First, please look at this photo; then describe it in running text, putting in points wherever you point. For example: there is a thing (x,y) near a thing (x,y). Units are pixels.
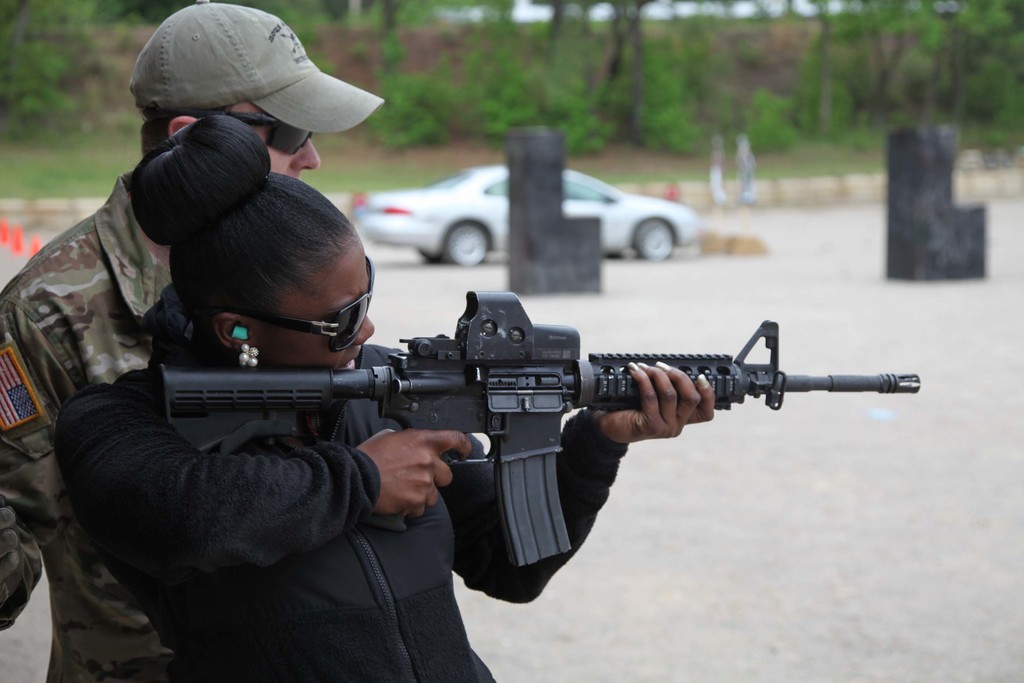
In this image there is a woman (183,259) holding a gun (543,433) in her hand (632,418), in the background (441,218) there is a man (77,328) standing and there is a car (456,224), trees (646,70) and it is blurred.
